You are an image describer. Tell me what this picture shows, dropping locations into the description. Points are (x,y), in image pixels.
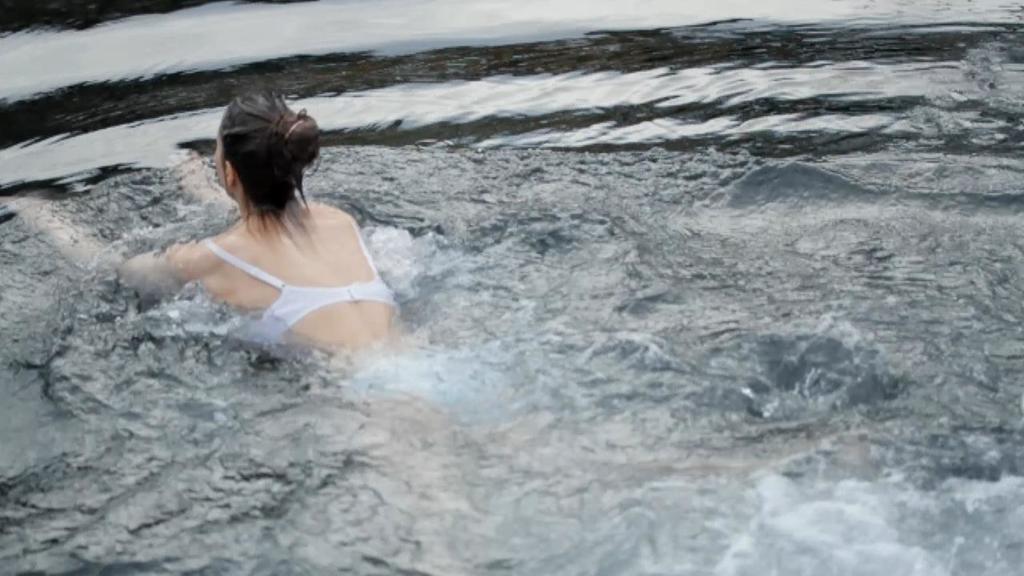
In this image we can see a lady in water (534,320).
